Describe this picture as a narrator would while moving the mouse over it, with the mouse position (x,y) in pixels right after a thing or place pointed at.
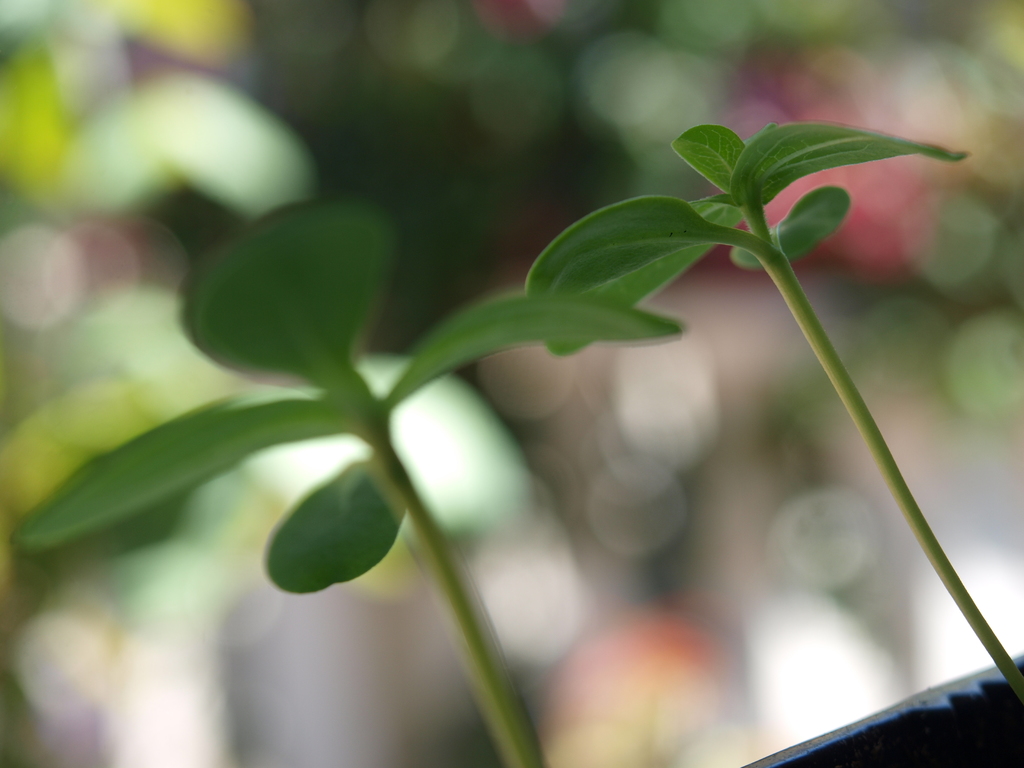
In this picture we can see the two plants (926,522) with the green leaves (436,378). The background of the image (20,136) is very blurry.
